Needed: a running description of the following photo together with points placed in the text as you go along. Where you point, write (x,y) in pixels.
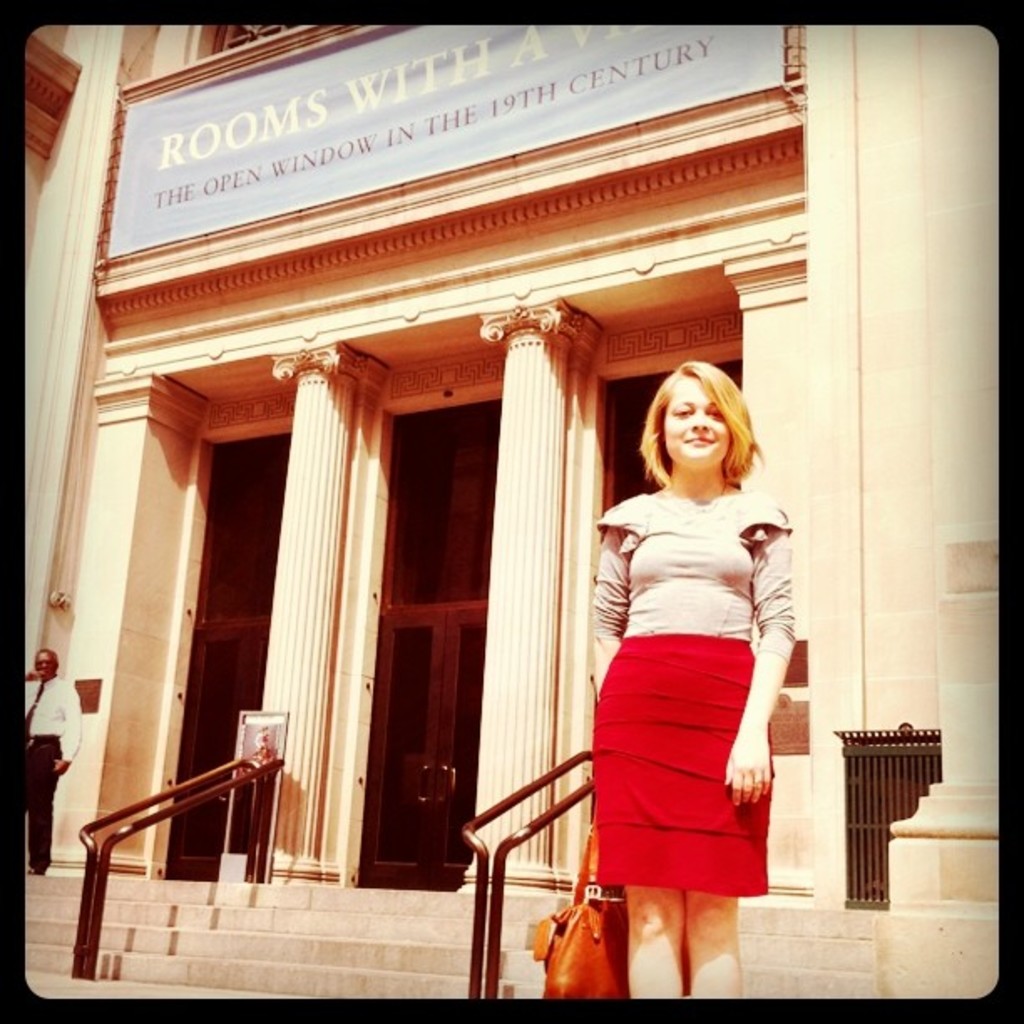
This image has borders (19,986). In the center of the image (658,569) there is a lady (599,840) holding a bag (616,902). At the background of the image (723,319) there is a building (350,601). There are staircases (107,933). There are staircase railings (79,952). At the left side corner of the image there is a person (36,818) standing.
